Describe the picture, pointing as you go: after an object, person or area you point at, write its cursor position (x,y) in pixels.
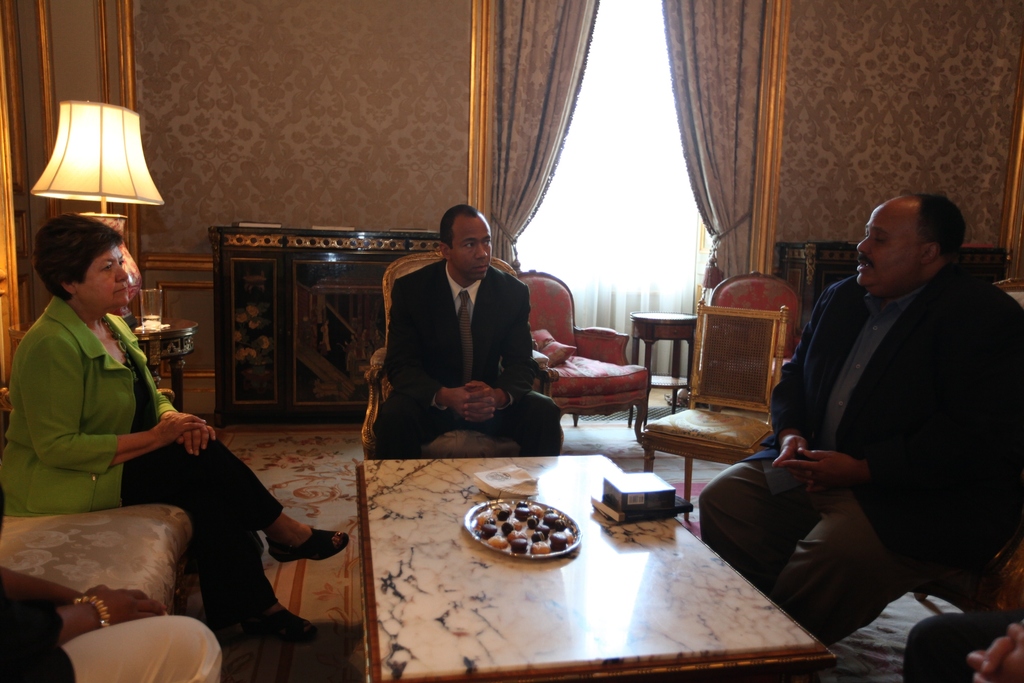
This image is taken inside a room (569,181). In the left side of the image (18,413) a woman (54,476) is sitting on a sofa (49,533). In the right side of the image (738,499) a man (723,544) is sitting on a sofa (1005,560). In the middle of the image (481,448) there is a table (448,682) and there were few things (485,544) on it and behind that a man (497,349) is sitting on a chair (429,451). At the background (426,17) there is a wall (401,127), window (584,172) and curtains (536,117) and there is a lamp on the table (169,342) and there is a cupboard (269,341).
